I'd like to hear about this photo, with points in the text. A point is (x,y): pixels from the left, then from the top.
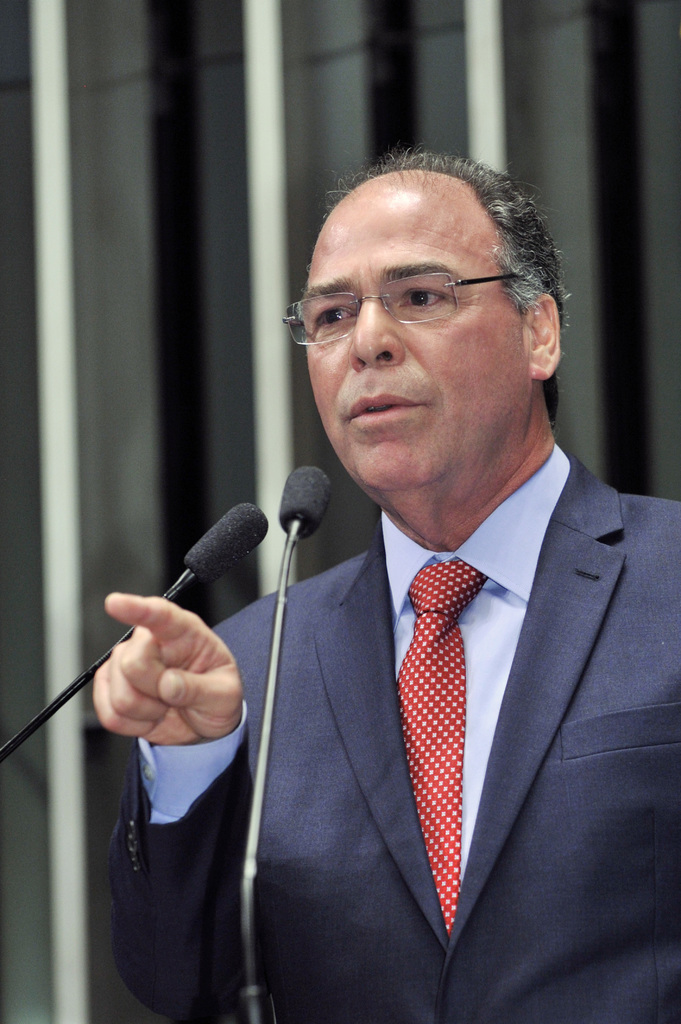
In this picture I can see a person (327,617) wearing spectacles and talking in front of the mike (262,749).
